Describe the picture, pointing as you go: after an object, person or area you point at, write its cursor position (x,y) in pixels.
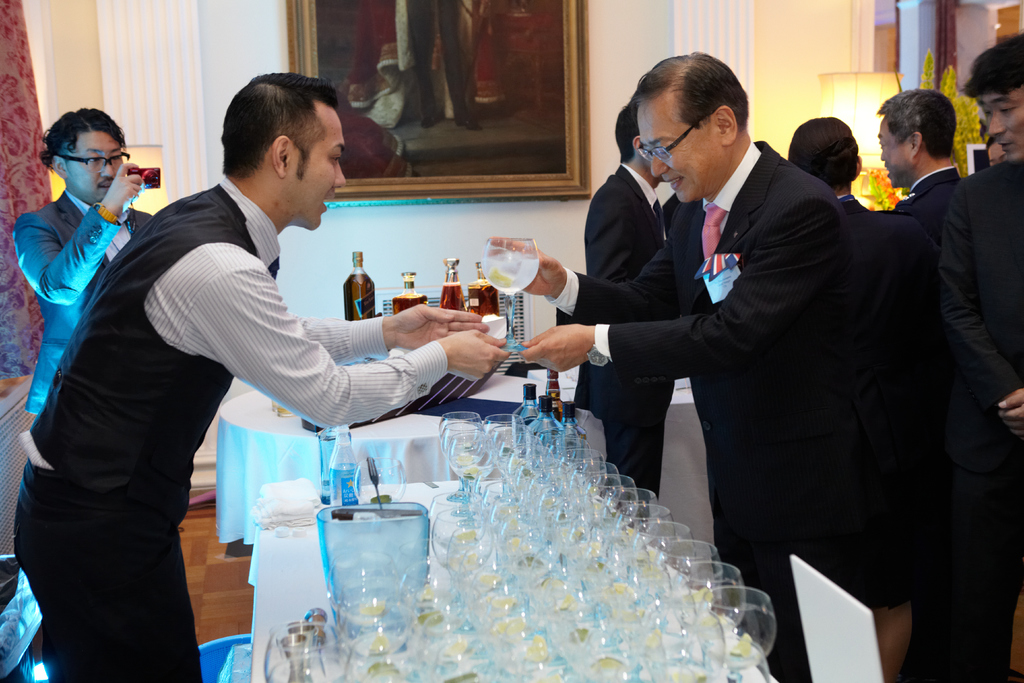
The man (101,343) in the left side (119,364) is giving a glass (510,331) to man (693,347) who is opposite to him. He is wearing a black jacket (767,286) and he wearing spectacles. Behind him there are many people (940,180) standing. And to the left corner (73,234) there is another person (121,209) taking pictures. In the middle (388,248) there is a wall (598,67). on the wall (592,42) there is a frame (498,72). On the table (280,561) there are many glasses (495,600) and bottles (369,289). to the left corner (24,85) we can see a curtain (9,163).
